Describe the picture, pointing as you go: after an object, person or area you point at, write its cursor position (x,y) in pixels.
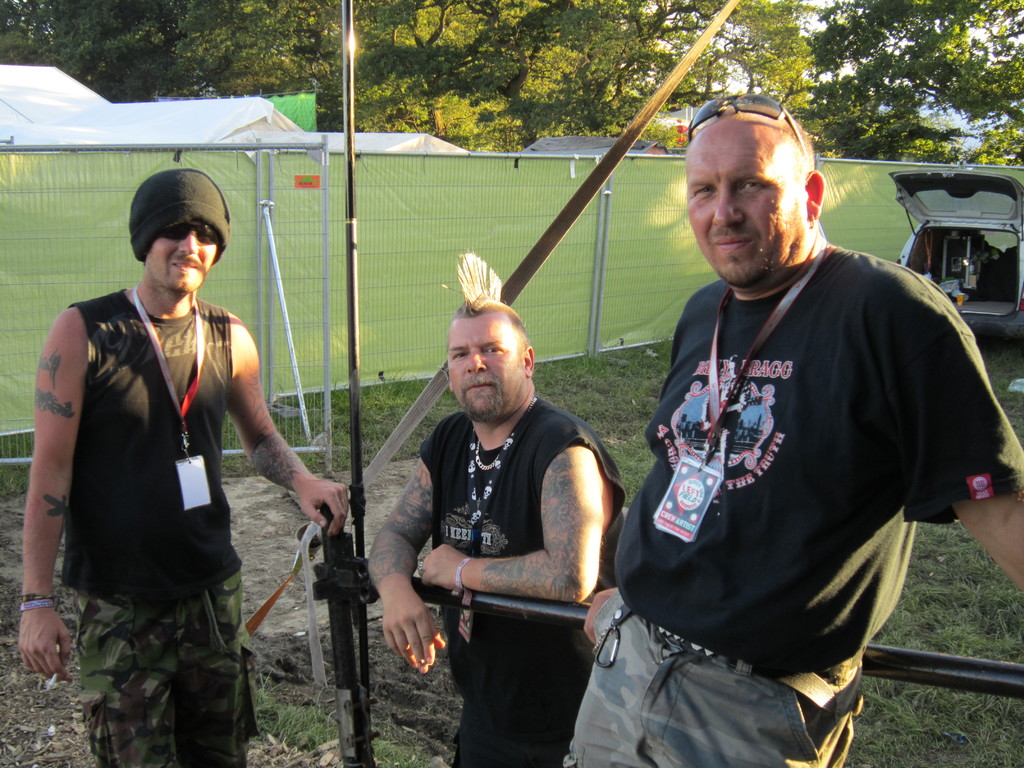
In this image we can see three people (458,520) standing. On the right (999,279) there is a vehicle (969,196). In the background (347,320) we can see a fence (290,300), tents (255,136), trees (194,25) and a pole (358,473).
